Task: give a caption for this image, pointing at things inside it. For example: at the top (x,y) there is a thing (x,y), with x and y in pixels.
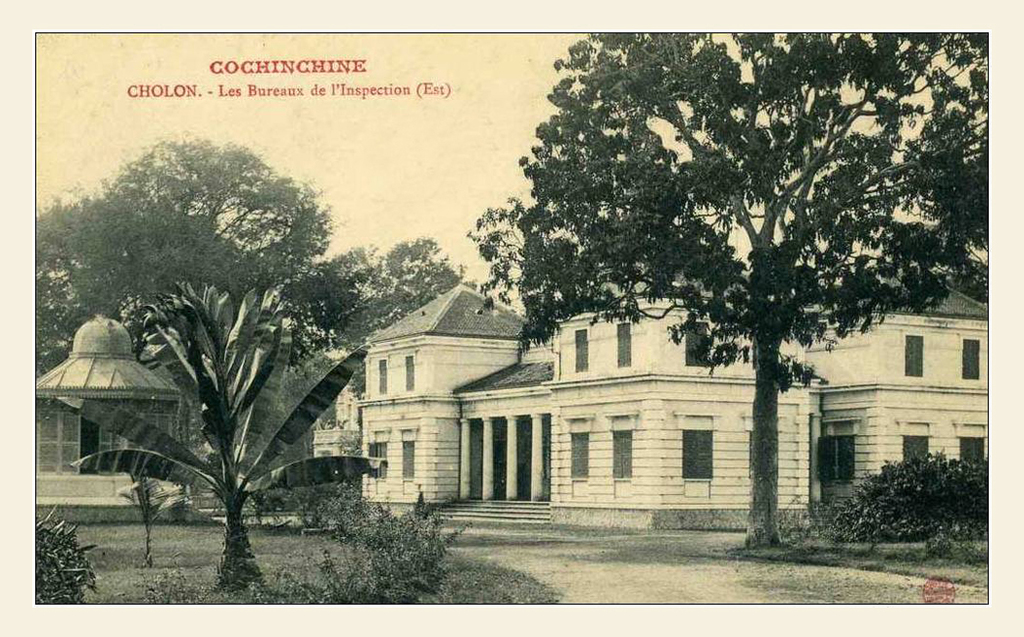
In this picture we can see trees (728,267), plants (968,469), grass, path (732,584) and buildings (650,313). At the top (340,72) we can see text (319,94) and sky (509,149). The picture looks like an old image.
